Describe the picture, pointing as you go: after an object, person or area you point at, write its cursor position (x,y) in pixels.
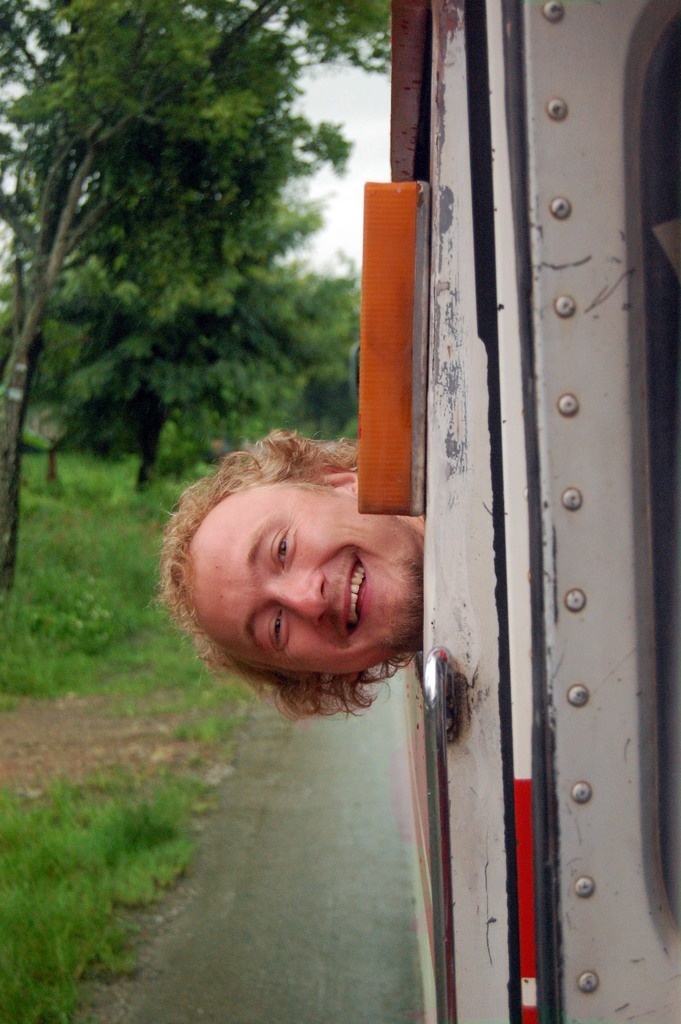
In this image, we can see a person head (313,623) outside the vehicle (429,563). He is watching and smiling. On the left side of the image (141,210), we can see trees (136,372), grass (140,675), road (279,795) and sky (360,130).
